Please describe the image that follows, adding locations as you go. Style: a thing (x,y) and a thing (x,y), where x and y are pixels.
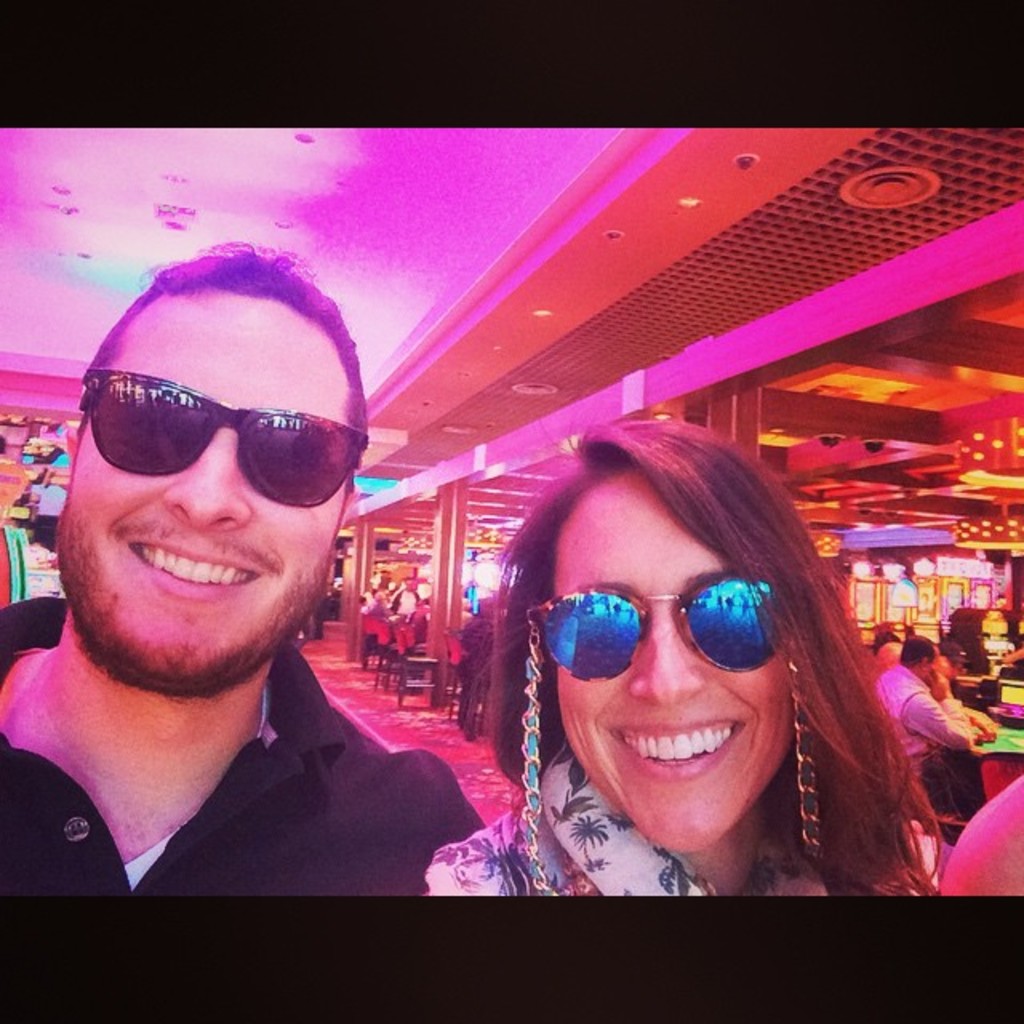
In this picture we can see a man (162,708) and a woman (615,867) wore goggles (761,584) and smiling and in the background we can see chairs (397,632), pillars (442,635), lights (832,551) and some persons (894,663).
